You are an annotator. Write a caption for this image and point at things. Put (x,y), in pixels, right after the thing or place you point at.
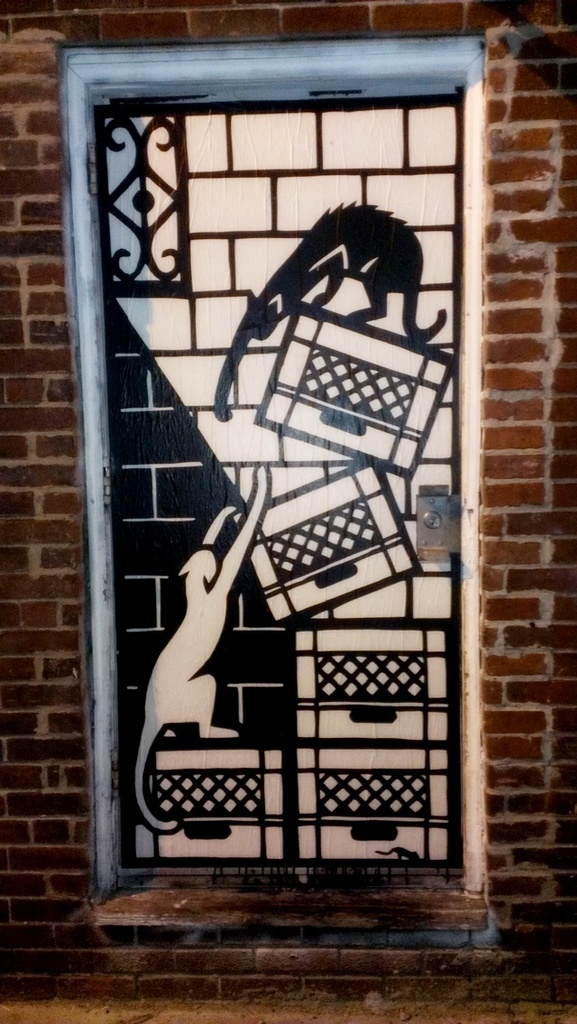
As we can see in the image there is a brick wall (39,426) and door (287,482).
